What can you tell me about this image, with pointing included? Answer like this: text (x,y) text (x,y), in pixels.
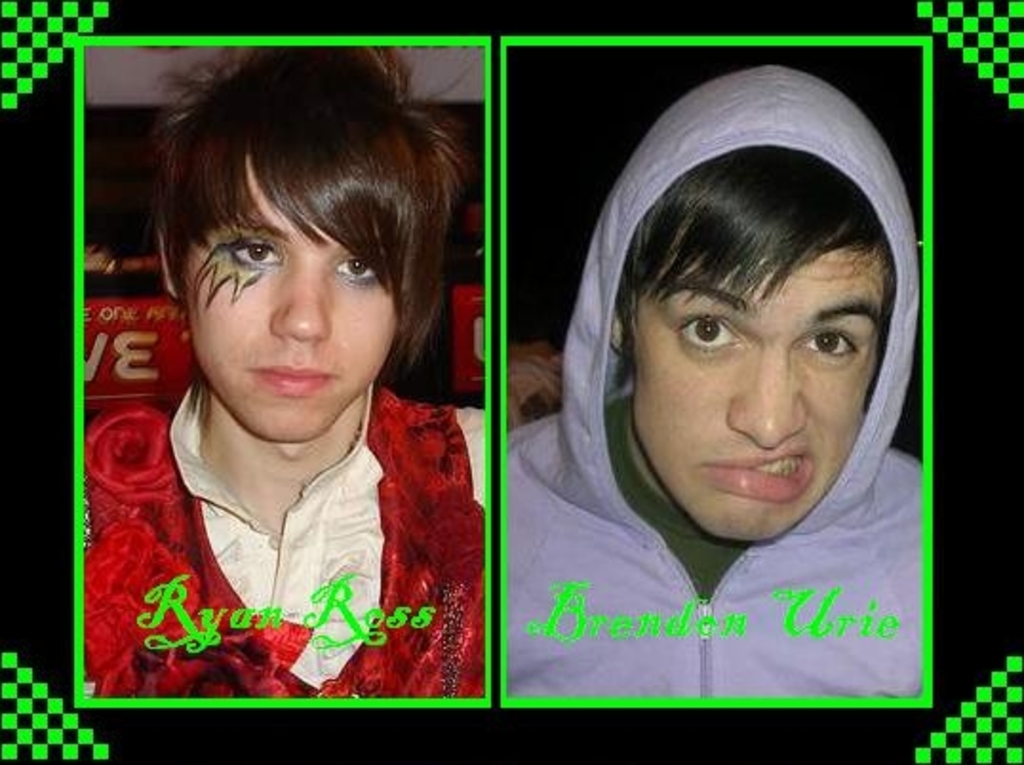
In this image we can see pictures (474,498) of two people (635,578) and there is text (597,628).
